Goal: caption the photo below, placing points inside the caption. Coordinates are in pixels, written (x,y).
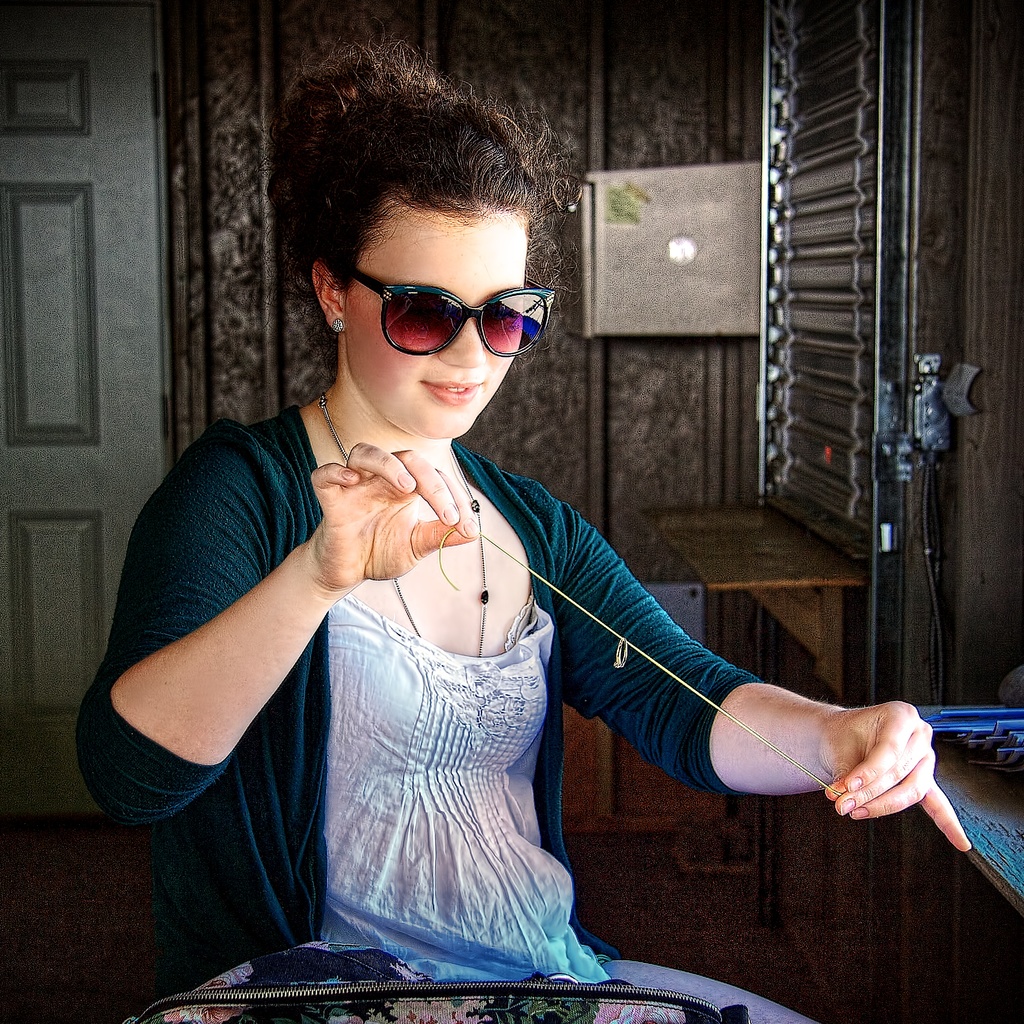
Here we can see a woman (471,553) holding thread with her hands (904,808) and she has goggles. This is floor (103,940). In the background (103,66) we can see a door (81,596) and a wall (695,31).
